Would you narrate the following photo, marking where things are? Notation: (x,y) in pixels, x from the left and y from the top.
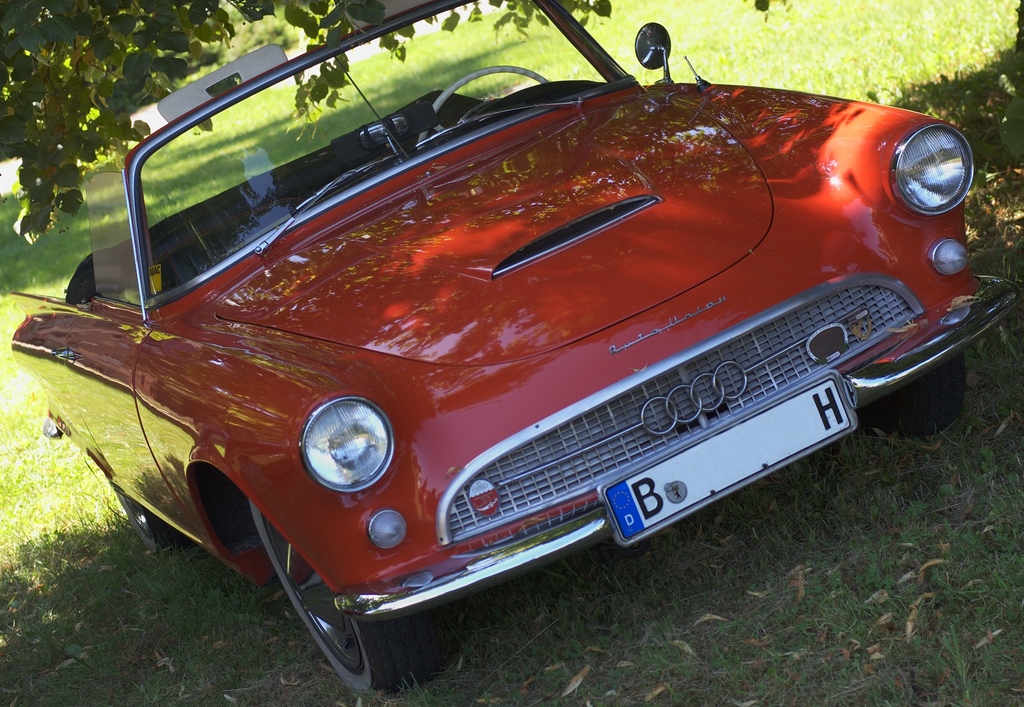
This image is taken outdoors. At the bottom of the image (187,623) there is a ground (757,633) with grass (812,599) on it. In the background (87,63) there are a few trees (125,81). In the middle of the image (361,452) a car (358,407) is parked on the ground (742,500).
